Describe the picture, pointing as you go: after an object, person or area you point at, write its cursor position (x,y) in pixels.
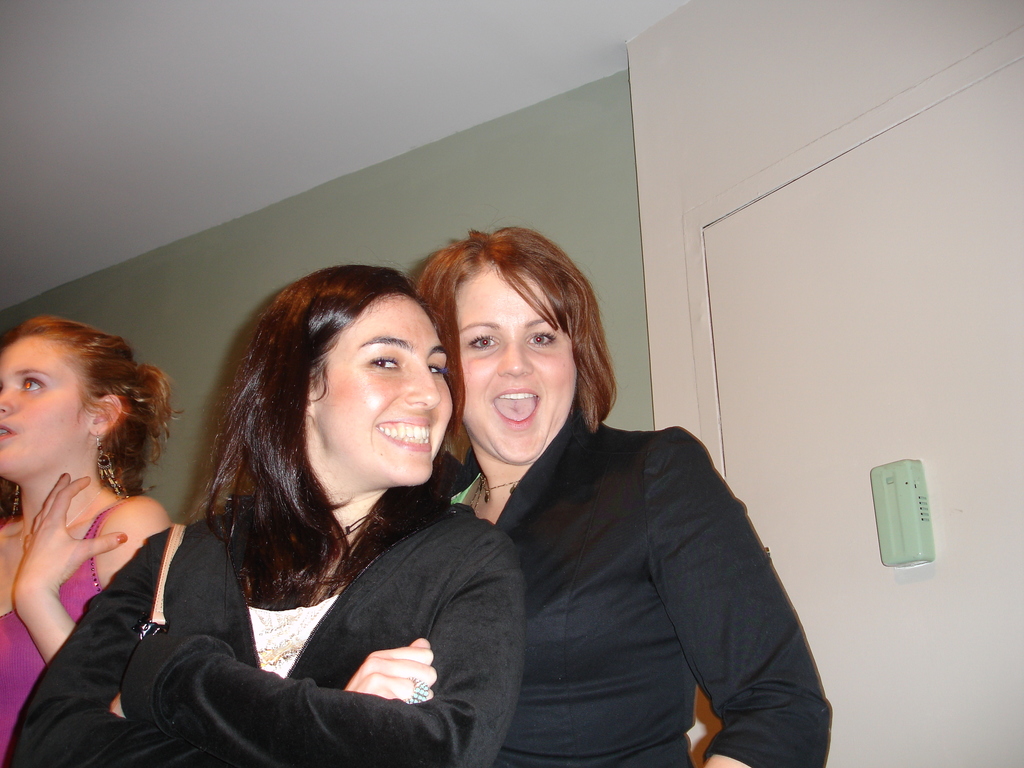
In this picture we can see two women (484,440) smiling. There is a green object (886,487) on a white surface (831,555). A person (74,555) is visible on the left side (88,557). A wall (569,174) is visible in the background (594,210).
